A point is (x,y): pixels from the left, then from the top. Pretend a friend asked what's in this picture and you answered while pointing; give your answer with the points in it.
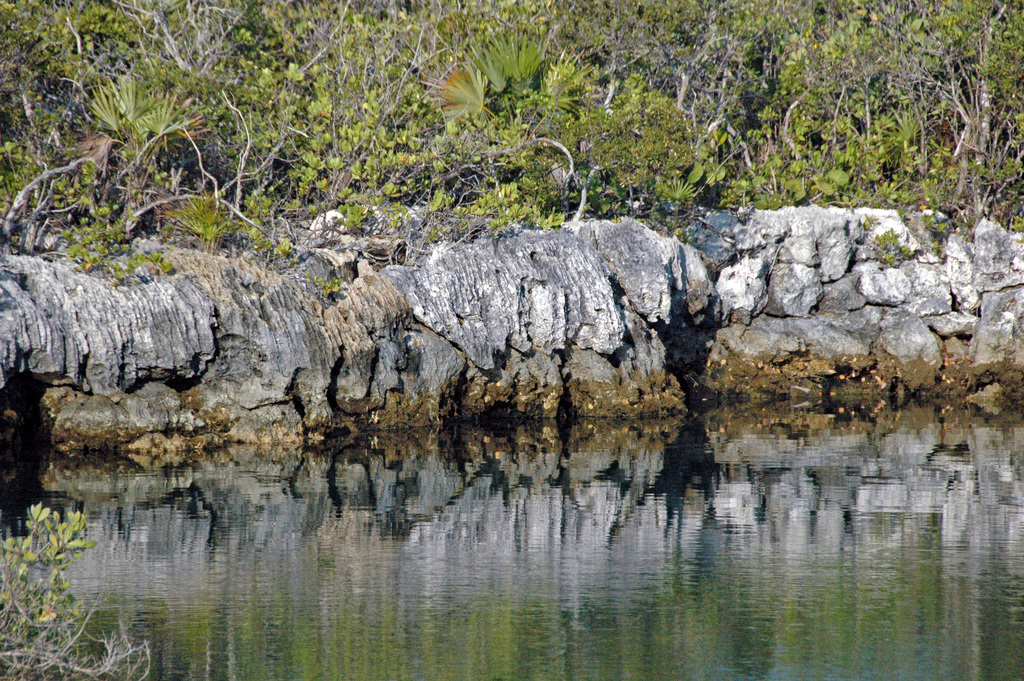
In this image, we can see rocks (334,312) and trees (298,44) and at the bottom (472,533), there is water (588,533).
